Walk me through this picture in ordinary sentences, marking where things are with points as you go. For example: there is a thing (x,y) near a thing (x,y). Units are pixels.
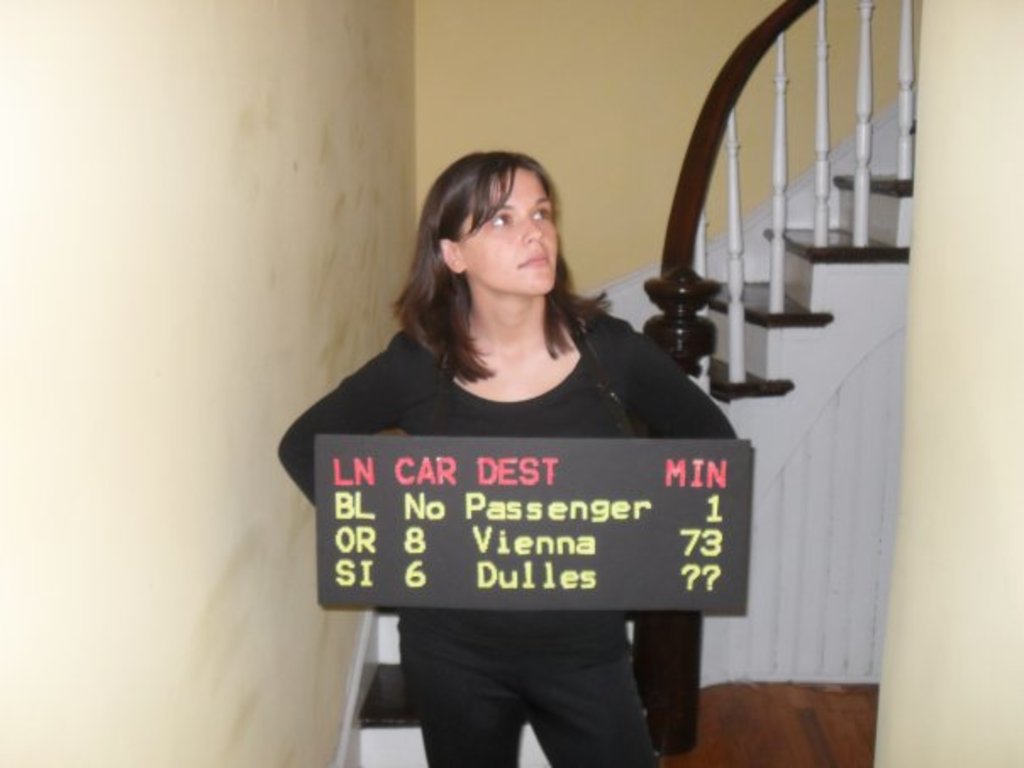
In the picture there is a woman (532,381) holding a board (650,485) with the text (652,487), behind the woman (522,165) there is a staircase (699,131) and there is a wall (293,730).
